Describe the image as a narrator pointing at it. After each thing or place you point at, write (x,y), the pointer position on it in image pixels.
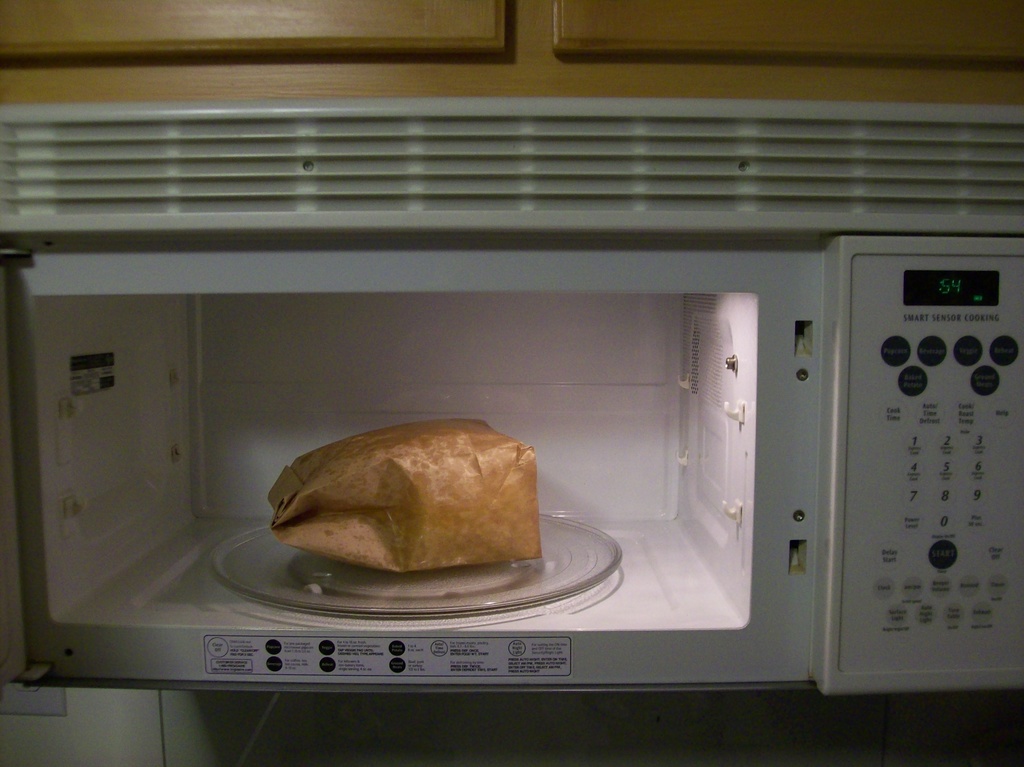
In this image we can see a paper bag (362,541) is kept inside the microwave (823,593). Here we can see the wooden cupboards (302,45).
